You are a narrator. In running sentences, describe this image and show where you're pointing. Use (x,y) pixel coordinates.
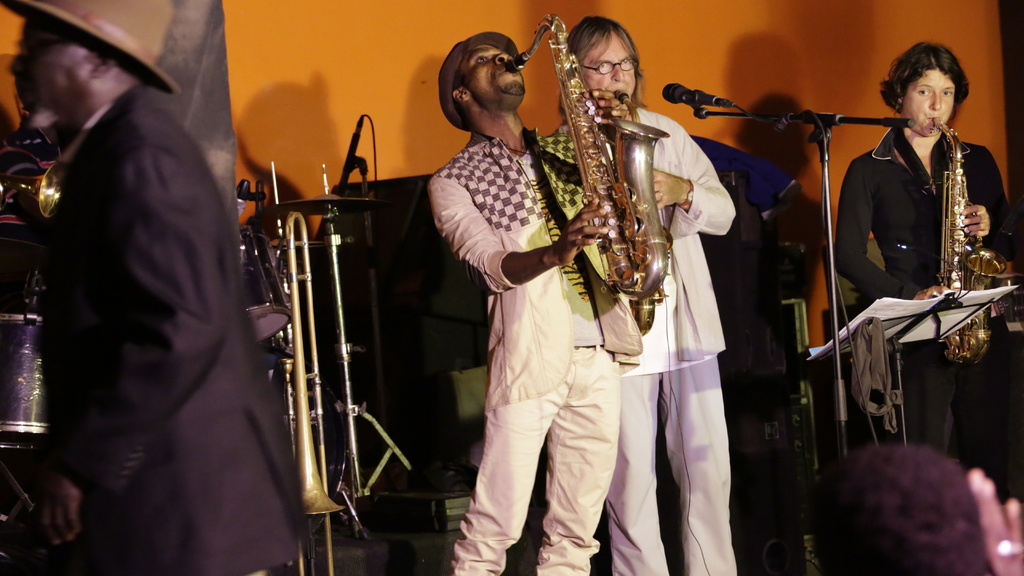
In this picture I can observe three members (580,235) playing musical instruments (595,144). On the left side (83,131) I can observe a person (83,164) wearing hat (119,40). In the background (538,63) I can observe wall (538,63).
